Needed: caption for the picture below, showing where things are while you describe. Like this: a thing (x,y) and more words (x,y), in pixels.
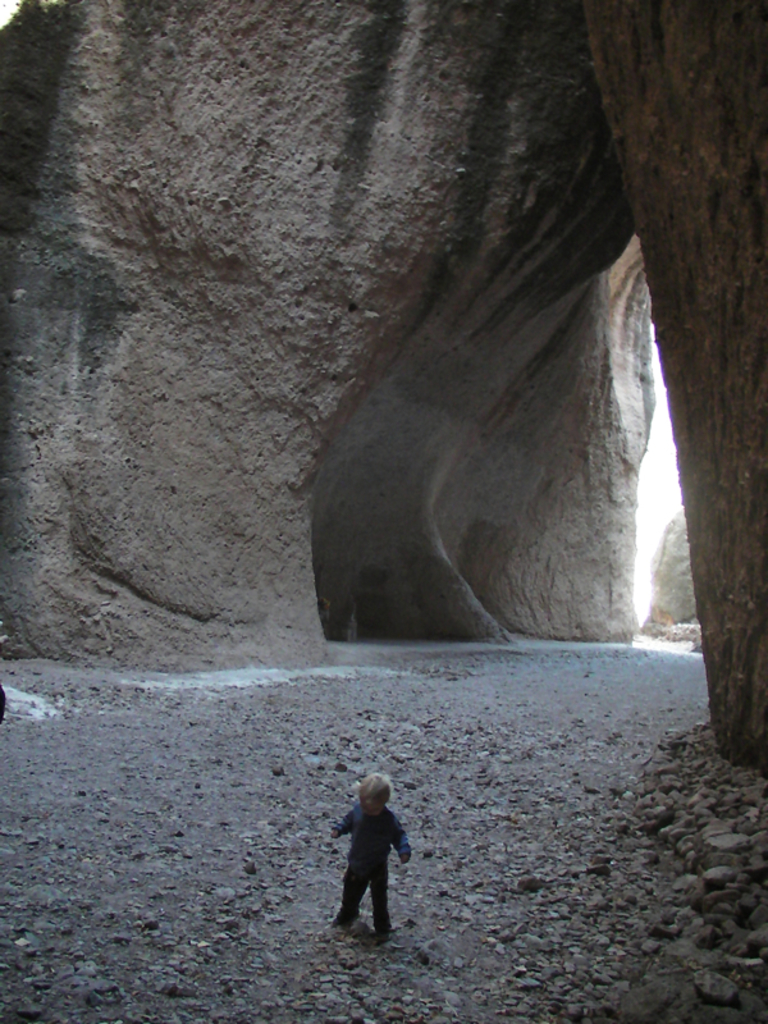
In this image we can see a kid (380,823). We can also see the rock hill (445,326), stones (702,791) and also the sky (655,496).
